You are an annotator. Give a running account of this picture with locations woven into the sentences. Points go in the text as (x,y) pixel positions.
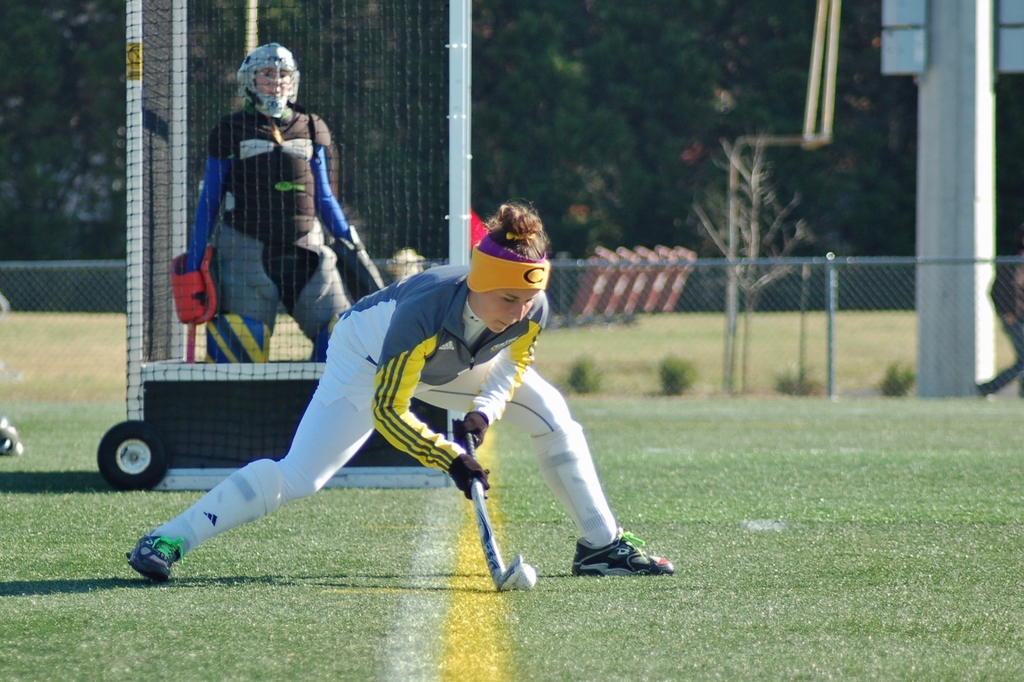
In this image we can see a woman (455,459) playing hockey on the ground (97,503). Here we can see a ball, stick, fence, mesh (239,415), pillar (964,274), board (909,55), plants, and a person (286,73). In the background (354,94) there are trees (653,221).
